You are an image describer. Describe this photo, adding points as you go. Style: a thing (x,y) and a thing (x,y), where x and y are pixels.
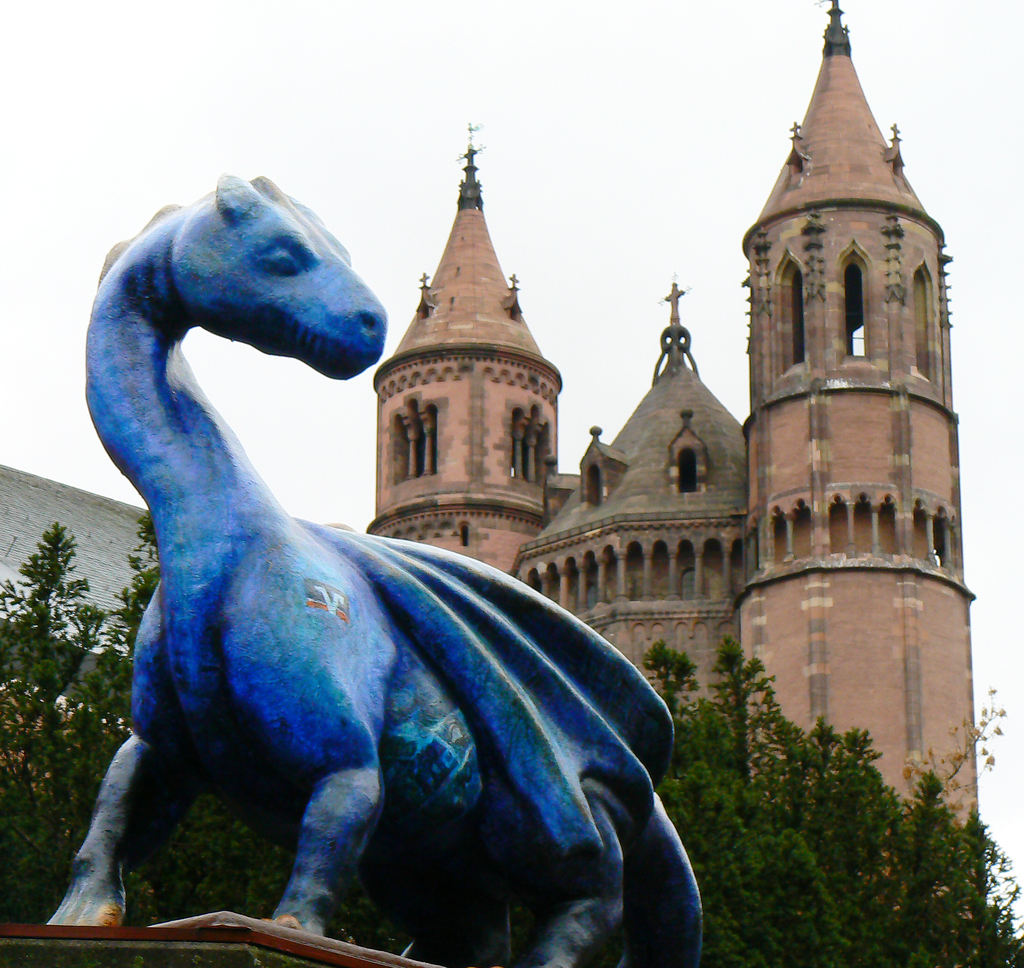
In this image there are buildings (649,501). In front of the buildings (593,599) there are trees (108,687). In the foreground (323,585) there is a sculpture (407,688). At the top (480,63) there is sky (515,79).
